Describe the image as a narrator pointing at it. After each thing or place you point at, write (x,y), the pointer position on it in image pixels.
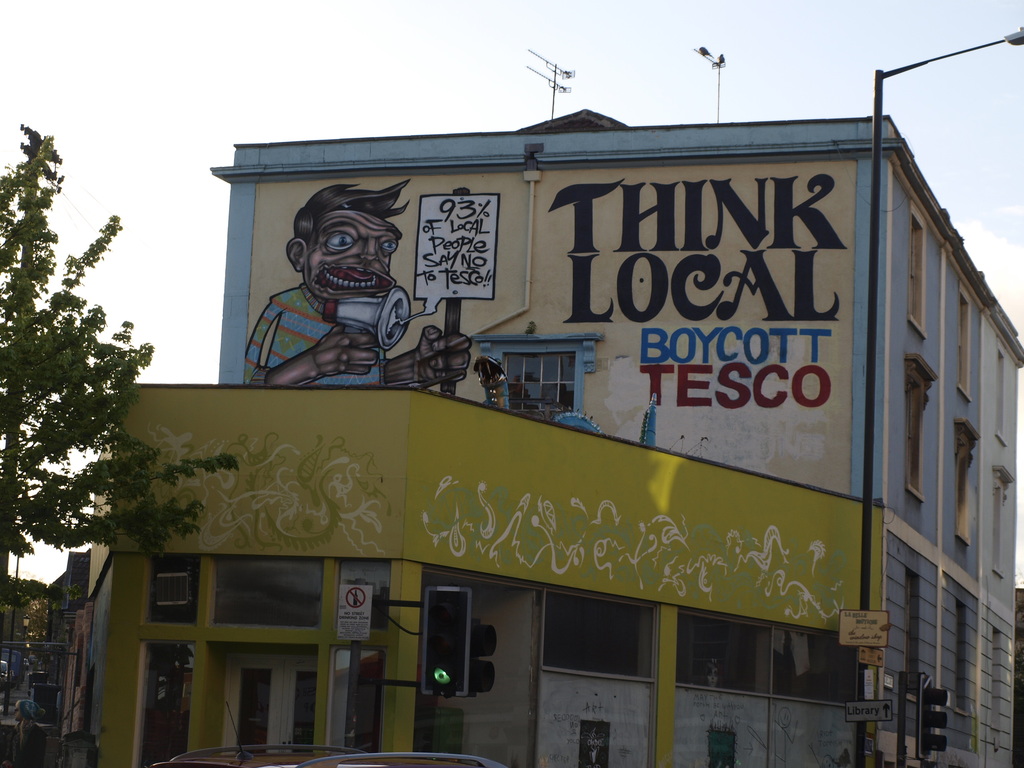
This image consists of buildings (644,497) along with windows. At the top (291,83), there is sky (173,101). On the left (47,376), we can see a tree (39,364).
